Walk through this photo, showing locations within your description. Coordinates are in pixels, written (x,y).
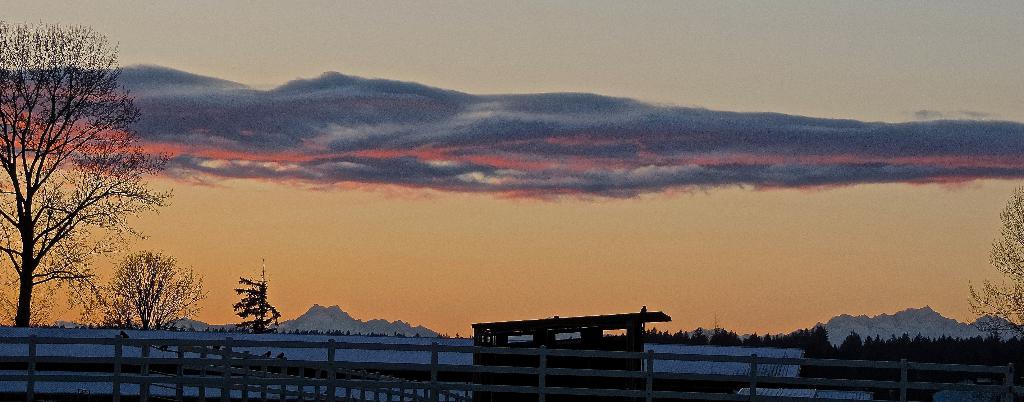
At the bottom of the image (609,336), we can see fences (648,394), shed (631,347) and few objects (954,398). Background (878,255) we can see trees (934,346), hills (995,331) and cloudy sky (459,250).
